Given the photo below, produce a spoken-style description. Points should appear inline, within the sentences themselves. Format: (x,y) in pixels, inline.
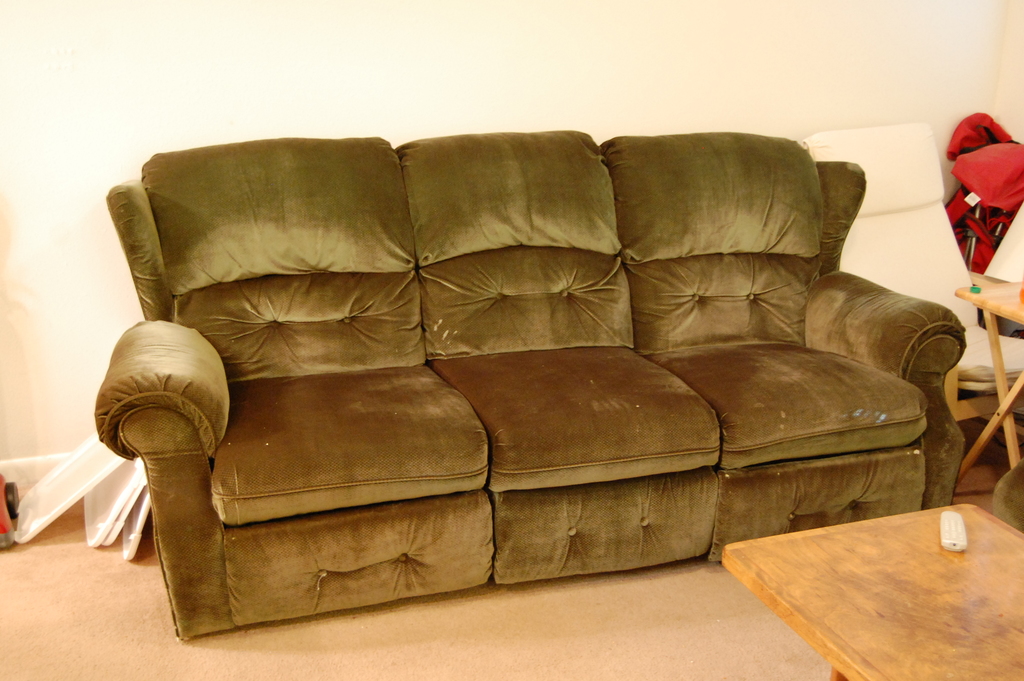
It's a sofa table (784,547) and a wall (620,111).
